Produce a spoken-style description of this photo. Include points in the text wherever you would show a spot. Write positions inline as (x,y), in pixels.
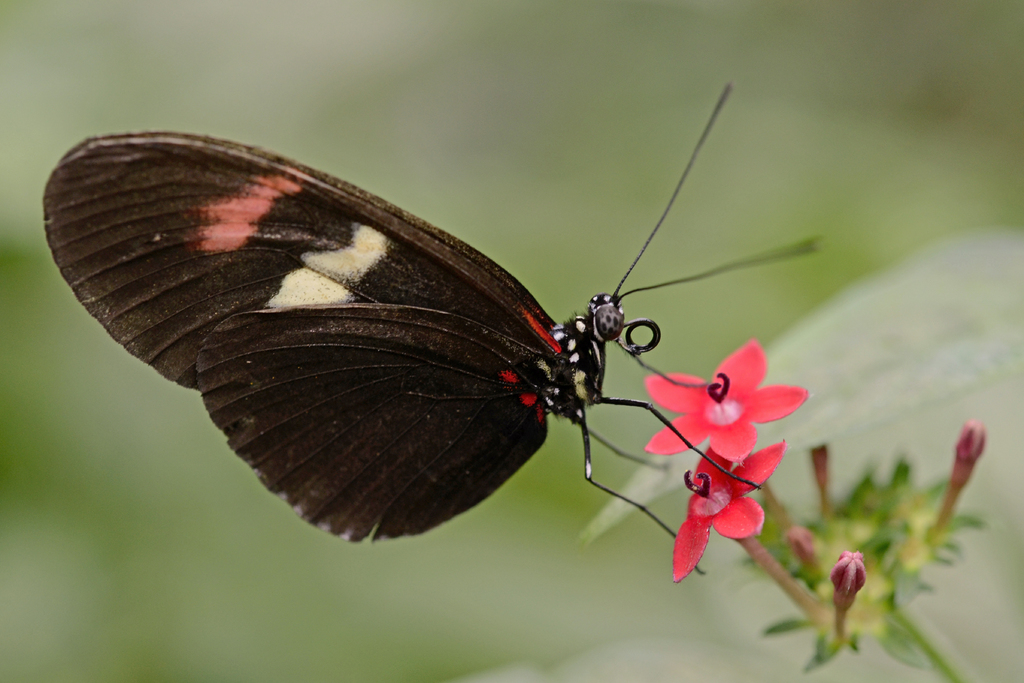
In this image we can see a butterfly (466,406) on the flower (723,432) of a plant (812,602).
